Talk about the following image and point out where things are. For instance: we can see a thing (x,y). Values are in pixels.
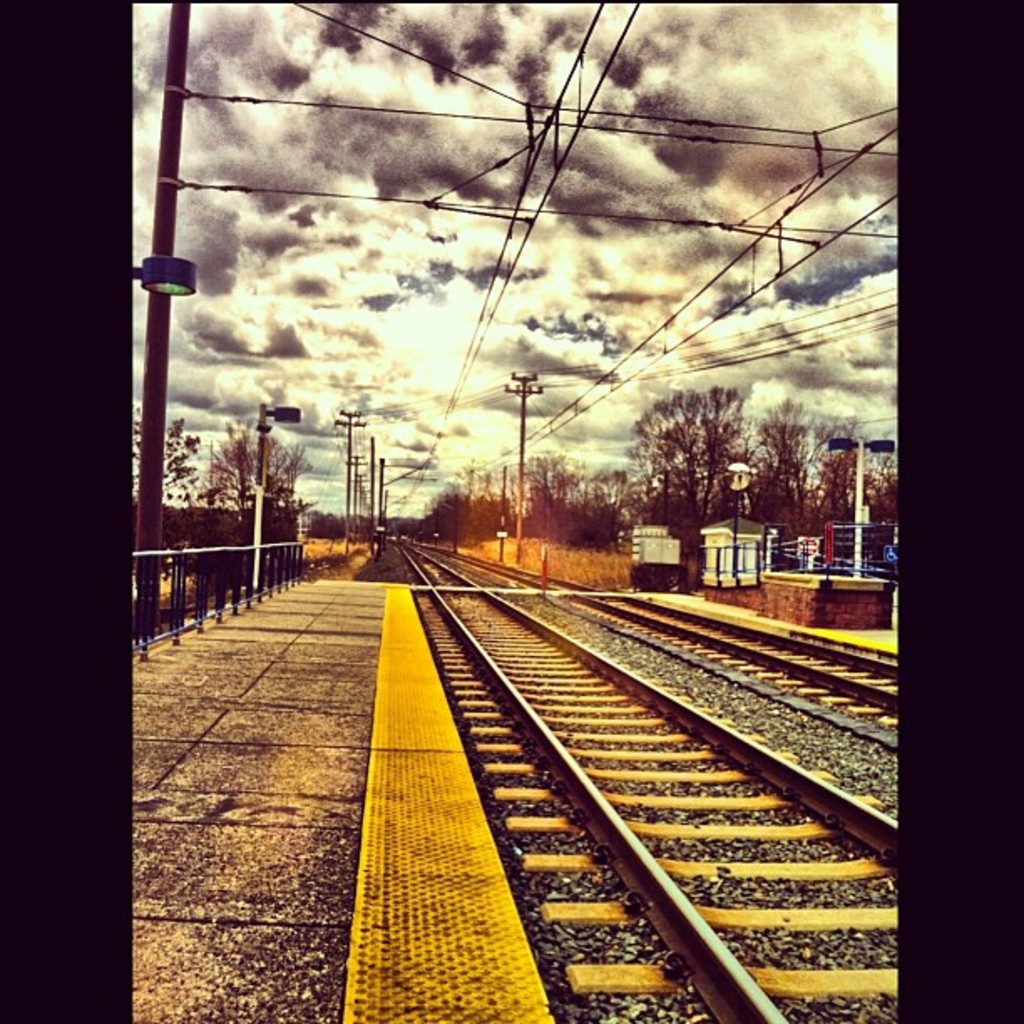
In this image we can see railway tracks (598,802), fence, platform (247,852), poles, electric wires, small shed (730,520) on the right side (722,558), objects (672,550), trees (684,540) and clouds (446,469) in the sky (664,240).
